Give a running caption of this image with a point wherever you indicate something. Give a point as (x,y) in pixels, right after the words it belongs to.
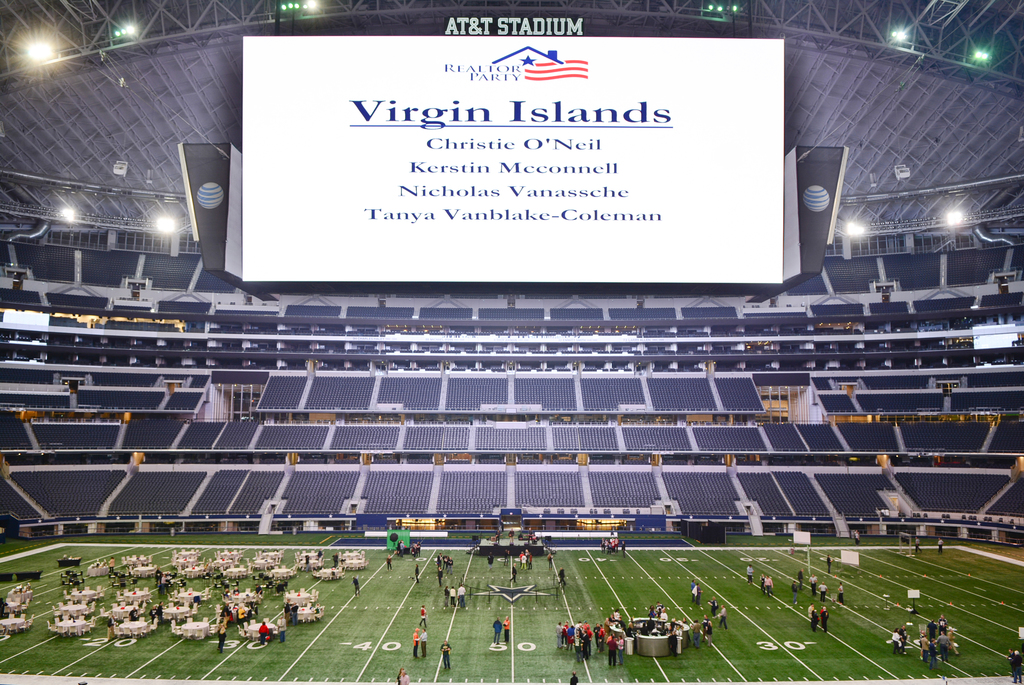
This picture is taken in a ground (1009,610), there are some people (579,634) standing, there are some chairs (377,481), at the top (297,70) there is a white color display (288,122), on that there is VIRGIN ISLAND written.
